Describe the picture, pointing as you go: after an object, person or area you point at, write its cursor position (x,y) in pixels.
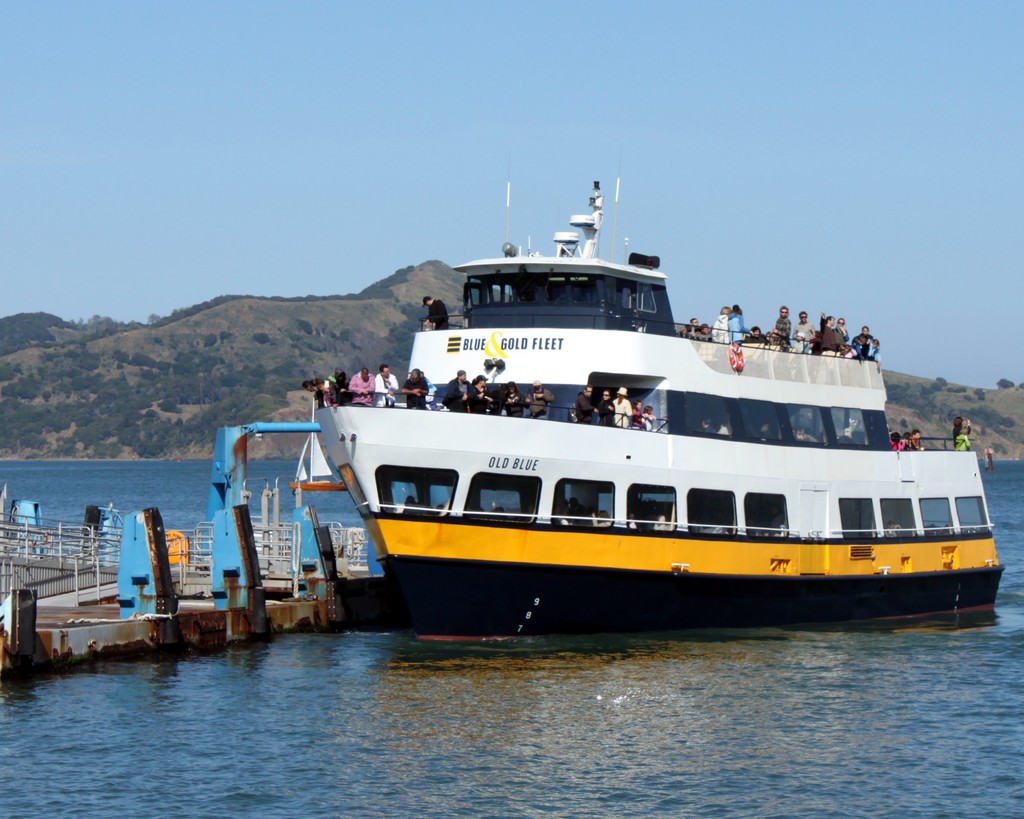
This image consists of a ship (648,489) in which there are many people (965,425). The ship (613,493) is in white and yellow color. At the bottom (506,738), there is water (478,692). In the background (9,381), there are mountains (140,366).
